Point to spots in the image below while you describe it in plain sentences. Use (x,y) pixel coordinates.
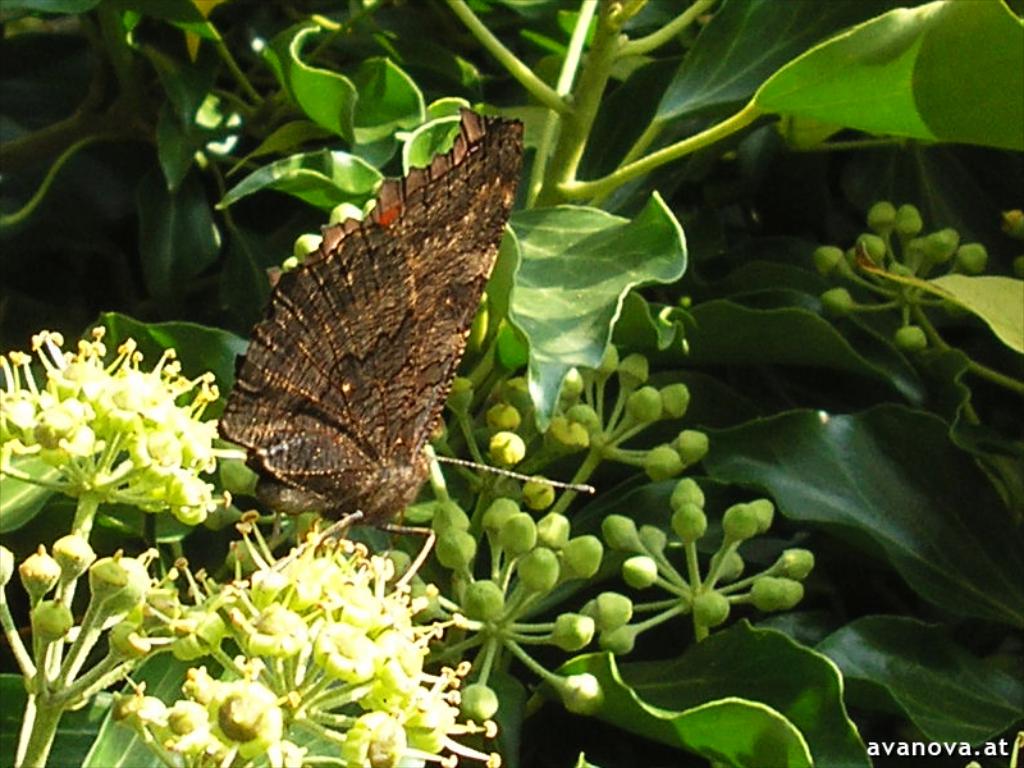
In this image, we can see both flowers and buds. We can also see a butterfly (386,403) on the flowers (307,531). We can see some green leaves (826,730). On the bottom right corner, we can see a watermark (961,755).
